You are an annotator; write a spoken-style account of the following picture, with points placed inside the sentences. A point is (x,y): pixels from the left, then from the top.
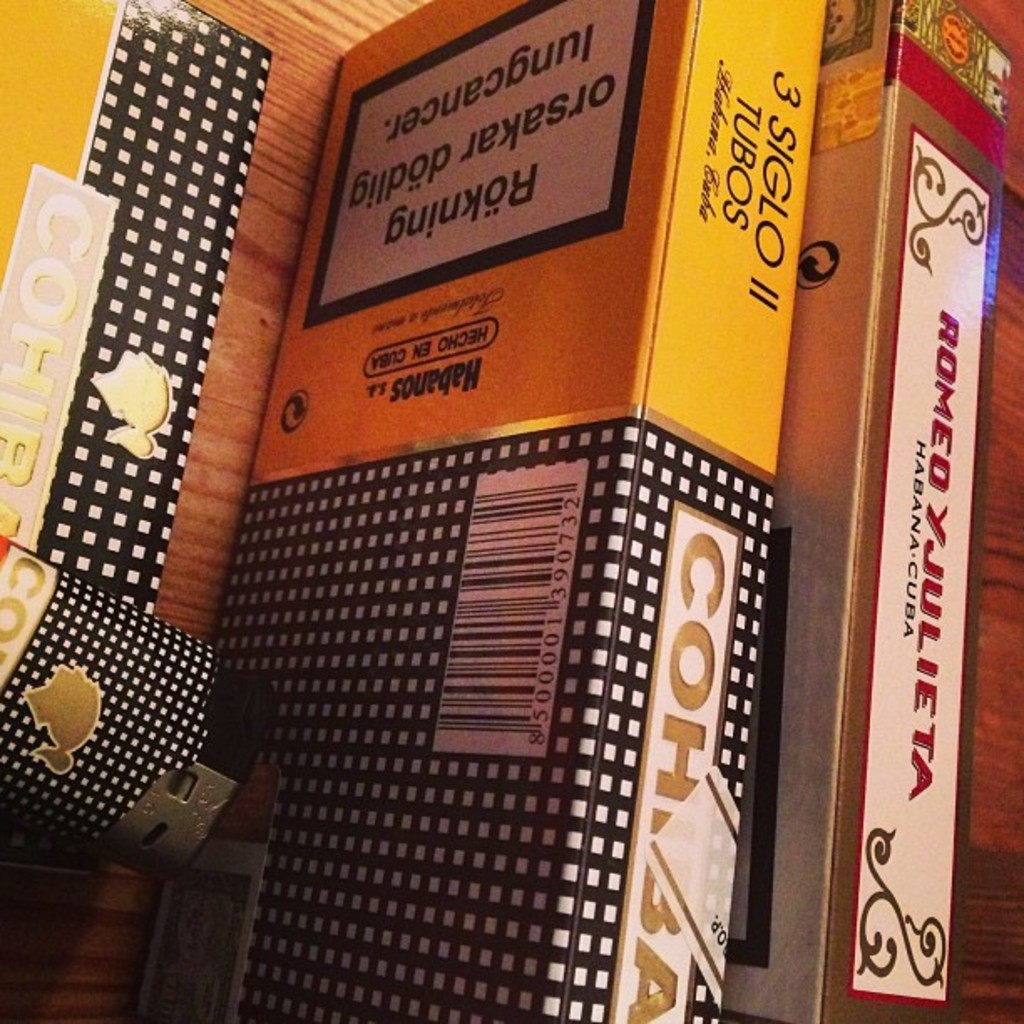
In this image there are boxes (848,340) with different names (429,389) and colors. And there are kept on a shelf (202,601).
